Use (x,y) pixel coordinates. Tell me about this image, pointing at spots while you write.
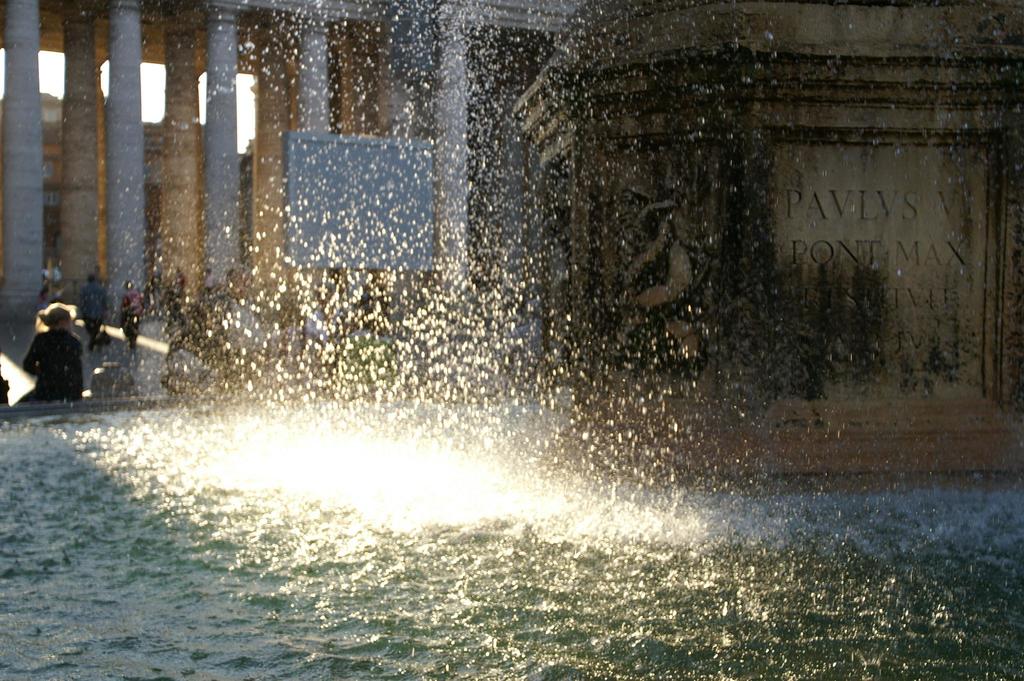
In this image there is the sky (161,102), there are pillars (173,152), there are persons (136,301), there is water (254,554) truncated towards the bottom of the image (298,588), there is a wall (855,186) truncated towards the right of the image (922,130), there is text (891,193) on the wall (910,246), there are sculptures (641,252) on the wall (733,222), there is a white board (371,192).
